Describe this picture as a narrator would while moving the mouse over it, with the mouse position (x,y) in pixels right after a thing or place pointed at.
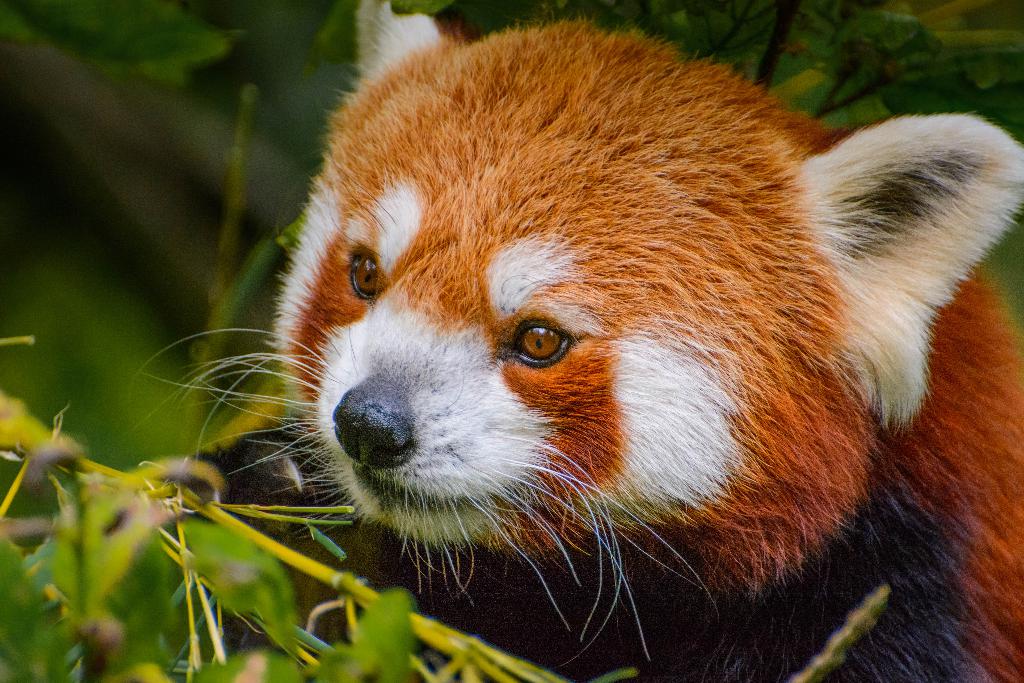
In the picture we can see an animal (929,480) which is brown and some white in color near the plants (3,562).
